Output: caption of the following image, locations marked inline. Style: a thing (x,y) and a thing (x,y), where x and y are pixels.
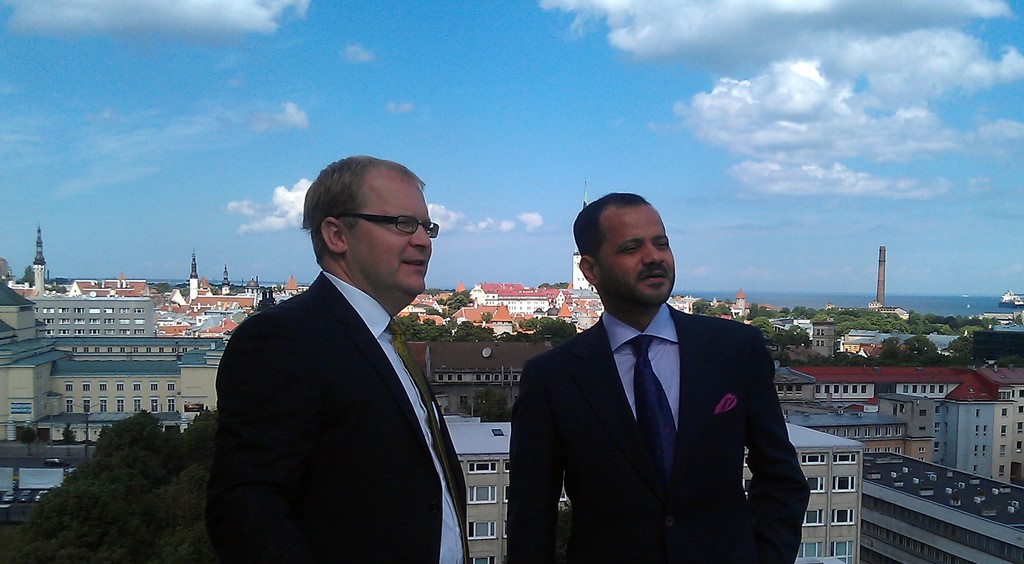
In the center of the image (394,282) we can see two persons (414,413) wearing the suits (353,495) and standing. In the background (185,430) we can see many buildings (185,308), trees (787,334), light poles (88,412), some towers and also the vehicles (9,502) and road (41,459) on the left (62,458). At the top (576,82) we can see the sky (629,140) with the clouds (777,135).
